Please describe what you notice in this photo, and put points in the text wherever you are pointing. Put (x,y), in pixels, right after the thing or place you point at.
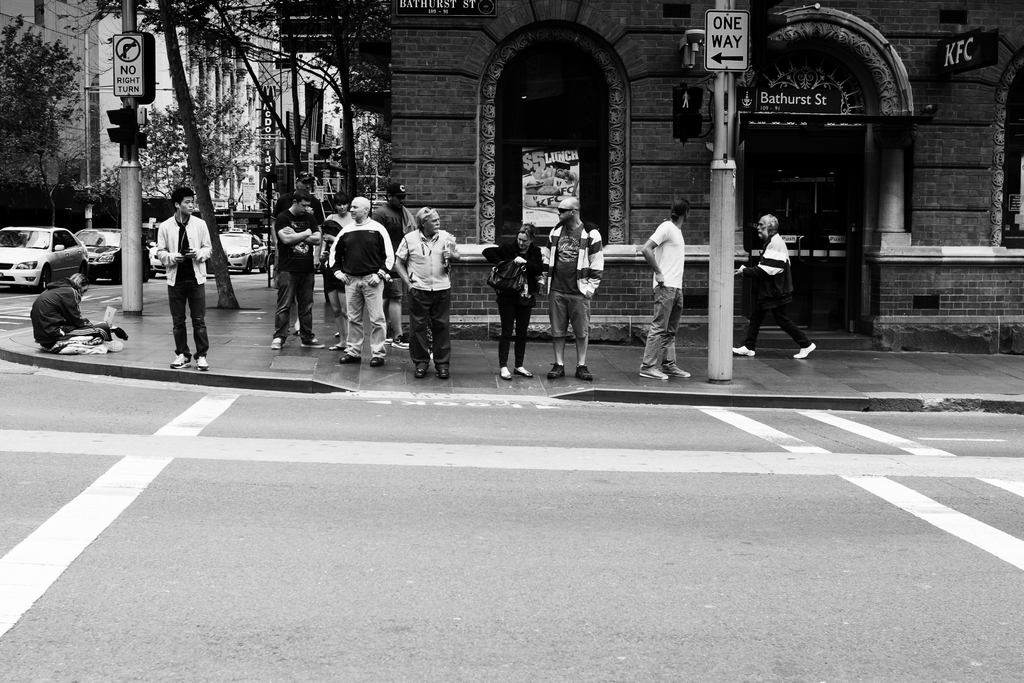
In this picture I can see the road (408,544) in front (45,650) and in the middle of this picture (372,372) I can see the footpath (248,283) on which there are number of people (504,246), 2 poles (713,218) on which there are boards (745,20) and I see something is written and on the left side of this picture (195,14) I can see number of trees (378,21), cars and I can see number of buildings (547,122). On the top of this picture (944,37) I can see 3 boards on which there are words (434,6) written.
